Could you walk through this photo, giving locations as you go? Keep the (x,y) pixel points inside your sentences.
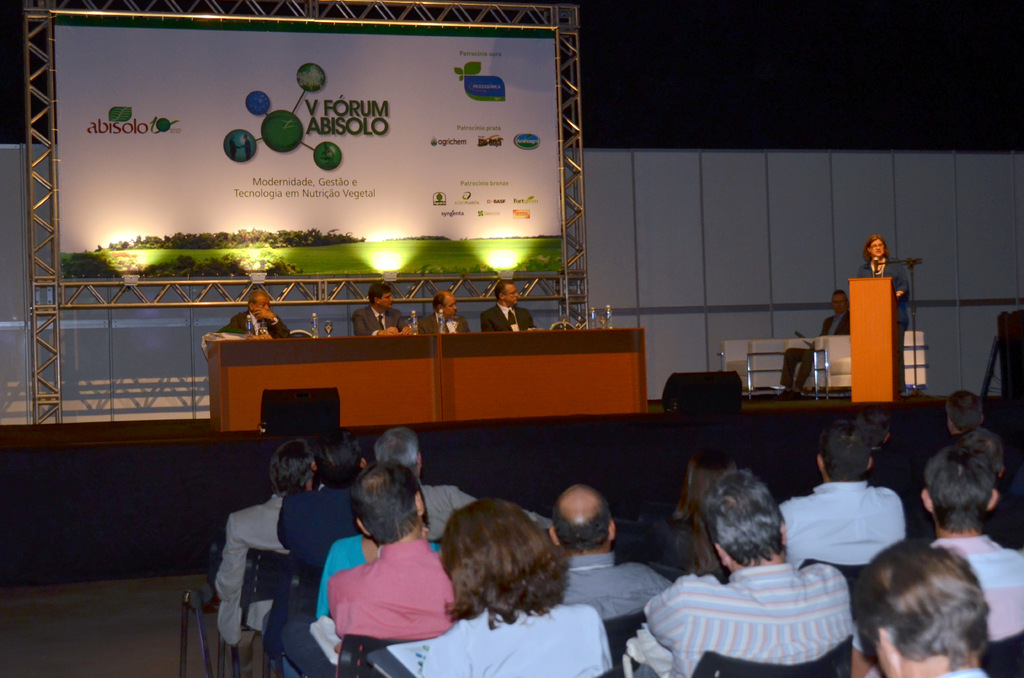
In this image there is a stage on which there is a table (356,379). Beside the table (348,338) there are few officers (366,317) sitting in the chairs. In front of them there is a table (306,346) on which there are bottles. In the background (303,127) there is a hoarding (303,127). Below the hoarding (179,262) there are lights (259,268). At the bottom (549,544) there are few people (778,553) sitting in the chairs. On the right side (872,270) there is a person (873,255) standing in front of the podium (878,313) on the stage (822,400).
